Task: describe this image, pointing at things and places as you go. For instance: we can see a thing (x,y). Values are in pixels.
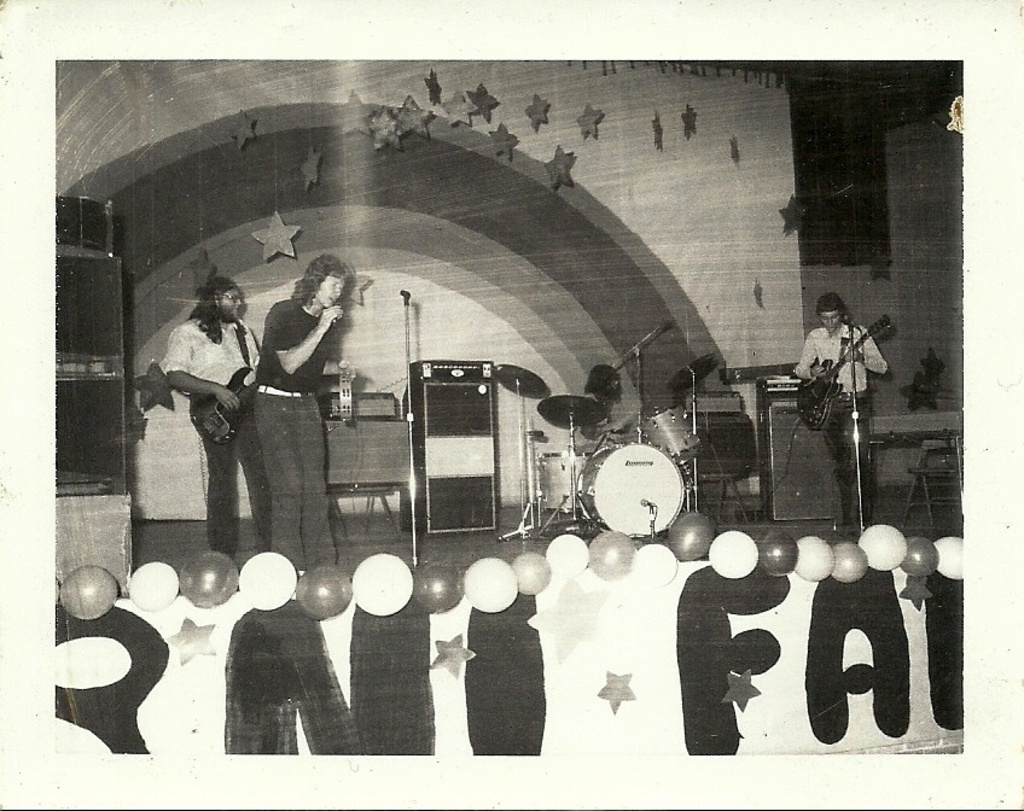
This is a picture of the photo frame (394,526). This is a black and white picture. In this picture, we see three men (289,432) are standing and they are holding the musical instruments (800,420) in their hands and they are playing the musical instruments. Beside them, we see the microphones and the musical instruments (667,430). At the bottom (632,651), we see a banner (339,678) with some text (275,638) written on it and we see the balloons (301,600). On the left side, we see a speaker box (87,385). In the background (447,316), we see a board (573,259) and a wall (610,202).
